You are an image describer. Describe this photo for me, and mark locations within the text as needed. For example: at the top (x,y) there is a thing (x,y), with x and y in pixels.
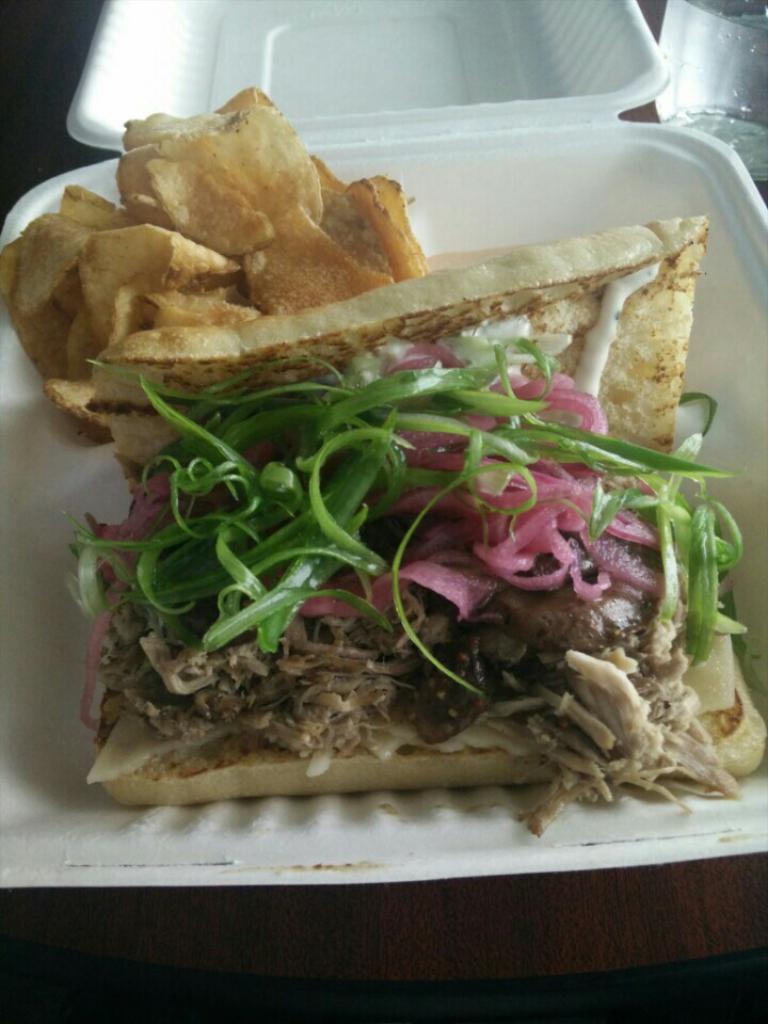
In this image, we can see some food (373,597) in the white bowl (100,816). Right side (731,88) top corner, there is a glass (724,95). Here we can see a wooden surface (463,934).
